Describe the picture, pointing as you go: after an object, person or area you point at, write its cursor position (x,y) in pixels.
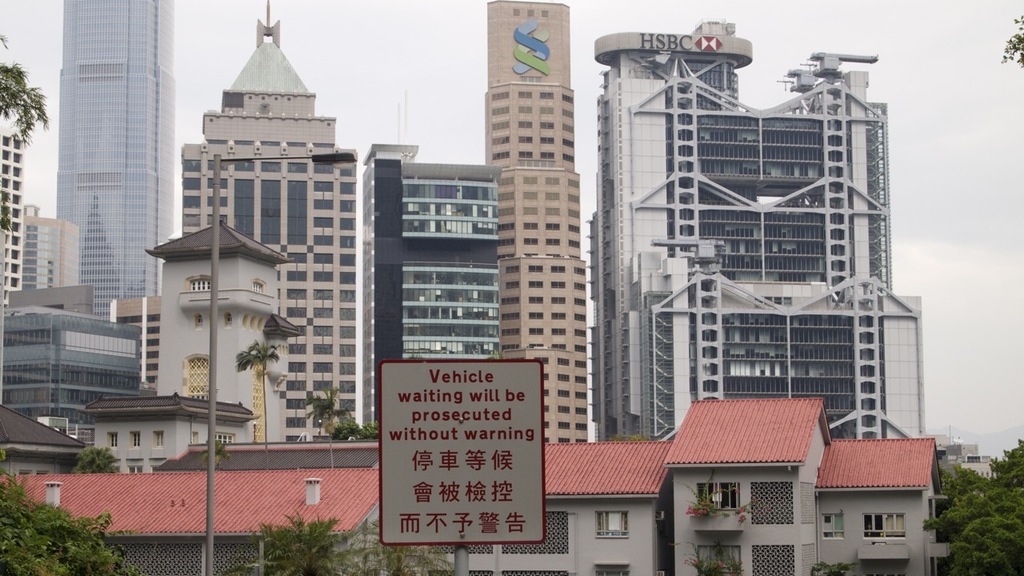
In this image I can see two poles (208,514) in the front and on one pole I can see a white colour board (385,467). I can also see something is written on the board (513,418). In the background (270,553) I can see number of buildings (636,250), trees (11,86) and the sky (924,283). On the top side of this image (667,37) I can see something is written on the building (628,63).
